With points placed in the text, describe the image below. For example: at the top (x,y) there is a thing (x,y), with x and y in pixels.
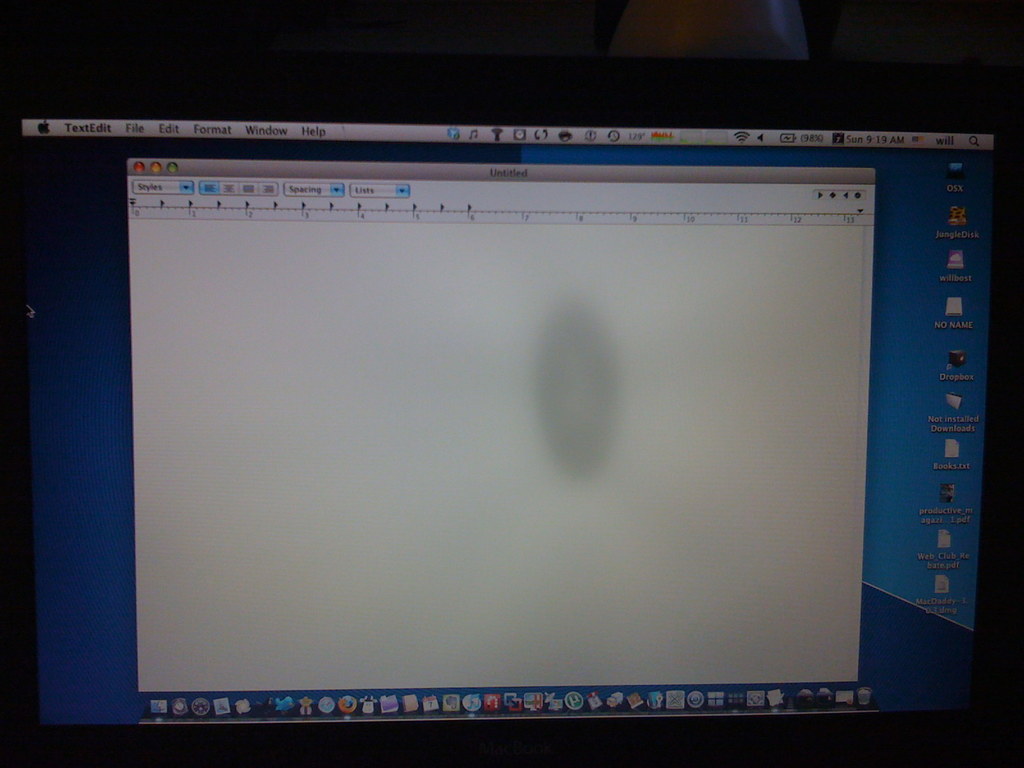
In this image, I can see a screen (57,169). On the screen (935,617), there are icons (365,695), words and a menu bar (780,144).
